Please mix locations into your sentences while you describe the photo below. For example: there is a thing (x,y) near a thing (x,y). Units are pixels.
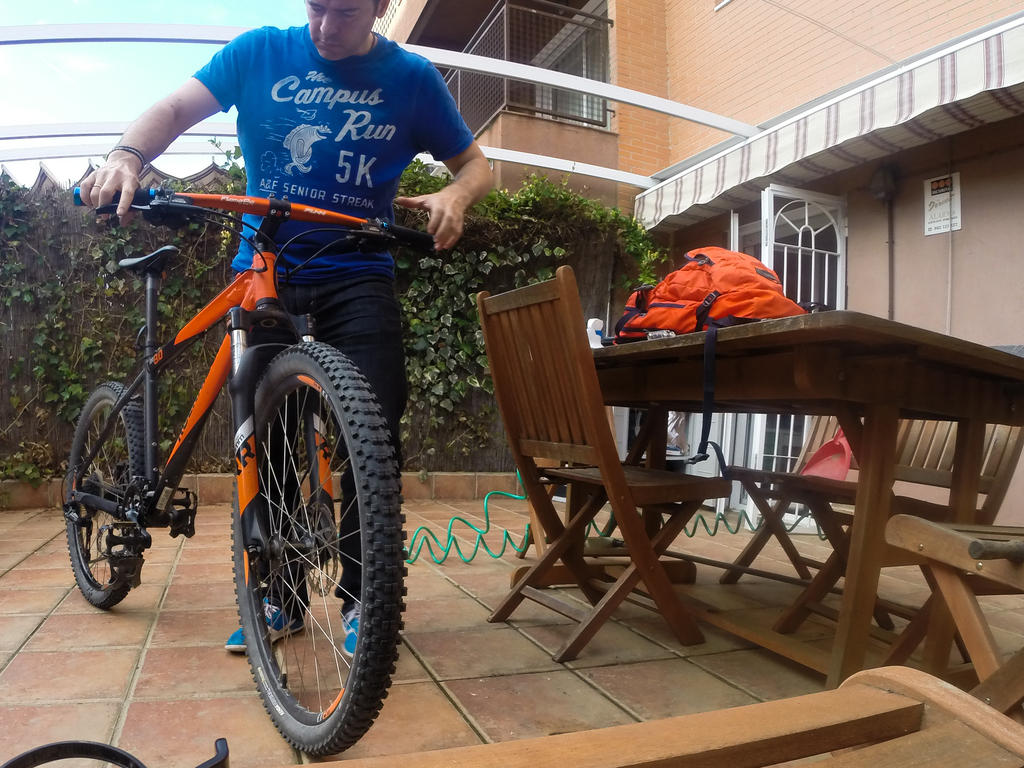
This picture shows a man (365,189) holding a bicycle (367,724) in his hand (415,211) and we see a backpack (684,310) on the table (778,360) and we see chairs (979,537) and a building (611,154) and few plants (500,224) on his back.
